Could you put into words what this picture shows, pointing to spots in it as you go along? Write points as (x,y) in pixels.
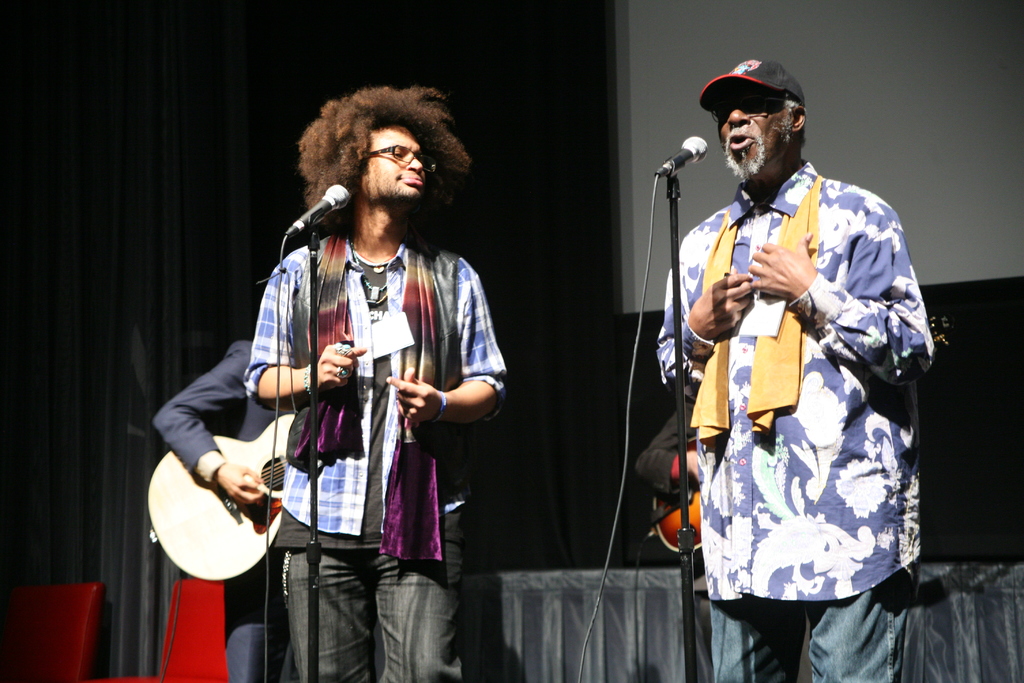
We can see four Men (729,429) in this picture, the man (737,412) on the right side of the picture (693,256) is speaking on mic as we can see his mouth (745,142), the man (319,475) in the middle (370,334) is looking at the person (707,92) speaking, in the background (682,46) we can see a projector screen (667,49) and on the left side (324,37) we can see some curtains (175,89), the men (226,474) in the background (223,440) are playing guitars (197,485).
